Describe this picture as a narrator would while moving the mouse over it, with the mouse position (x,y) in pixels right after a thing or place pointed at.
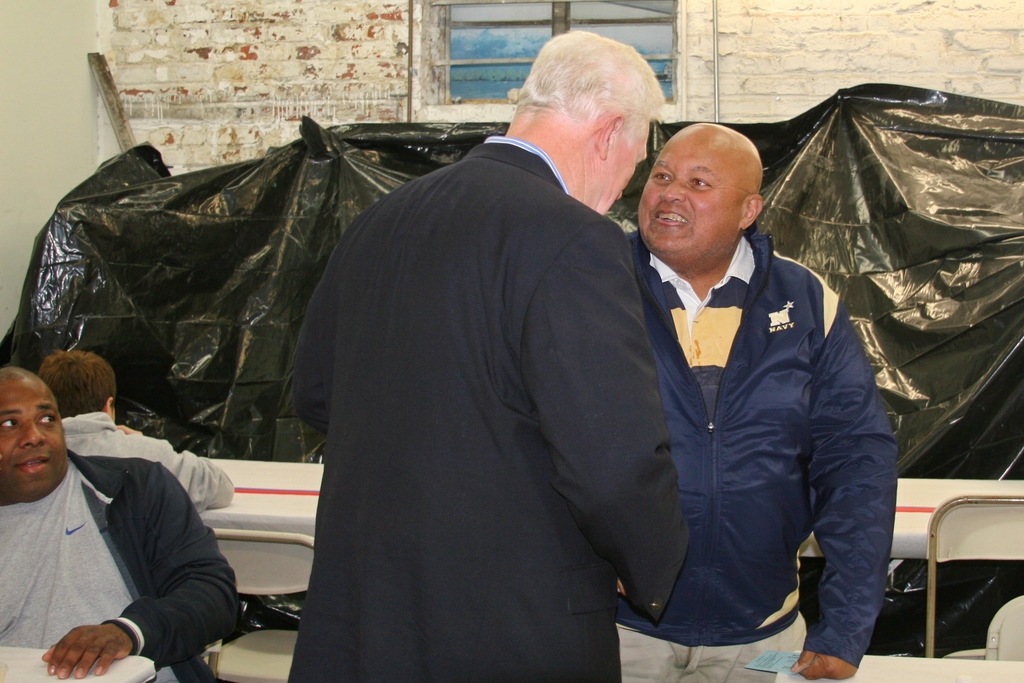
In this image we can see two people (524,494) standing. On the left (177,662) there are people (170,525) sitting there are tables (903,488) and chairs (279,560). We can see a cover (327,194). In the background (756,63) there is a wall (756,63) and we can see a window (478,96).
